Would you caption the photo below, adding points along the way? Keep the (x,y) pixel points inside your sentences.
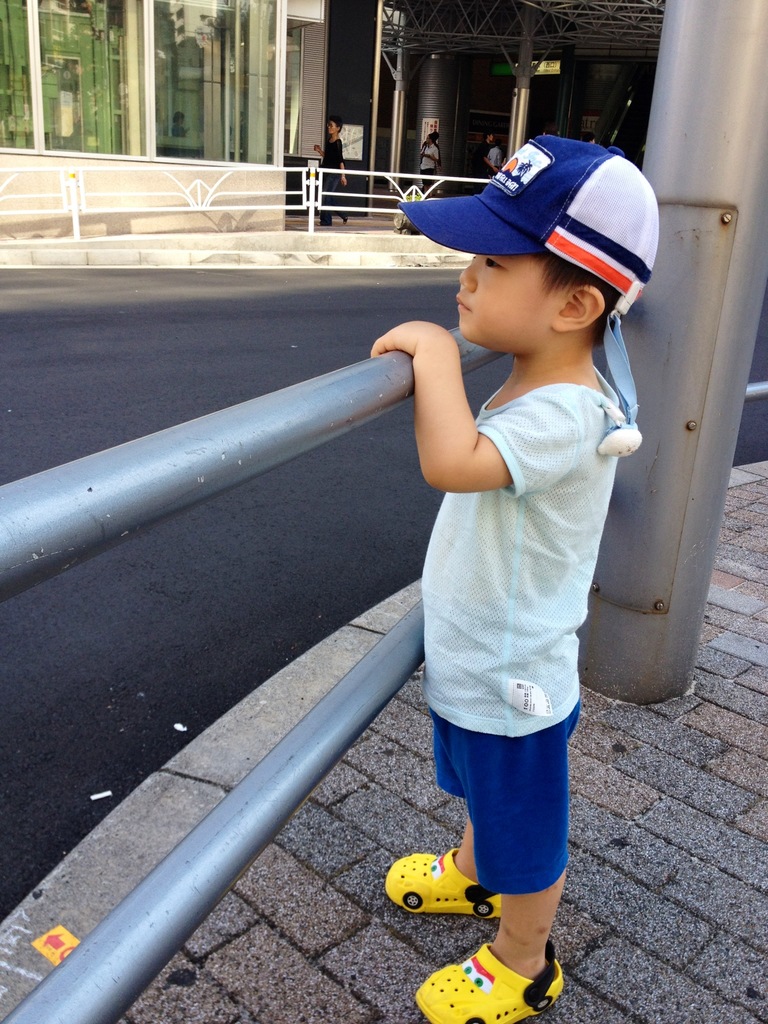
To the bottom of the image (525,840) there is a boy (522,444) with a t-shirt (499,635), blue short (518,820), yellow footwear (427,899) and blue and white color cap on his head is standing on the footpath (365,892) and holding the fencing rods (289,411). Beside him there is a pole (659,398). In front of the boy (506,674) there is a road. Behind the road (444,289) there is a fencing (190,201). Behind the fencing (278,173) there is a building (161,68) with glass window (211,121) and few people (330,138) are standing. And also there are poles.
